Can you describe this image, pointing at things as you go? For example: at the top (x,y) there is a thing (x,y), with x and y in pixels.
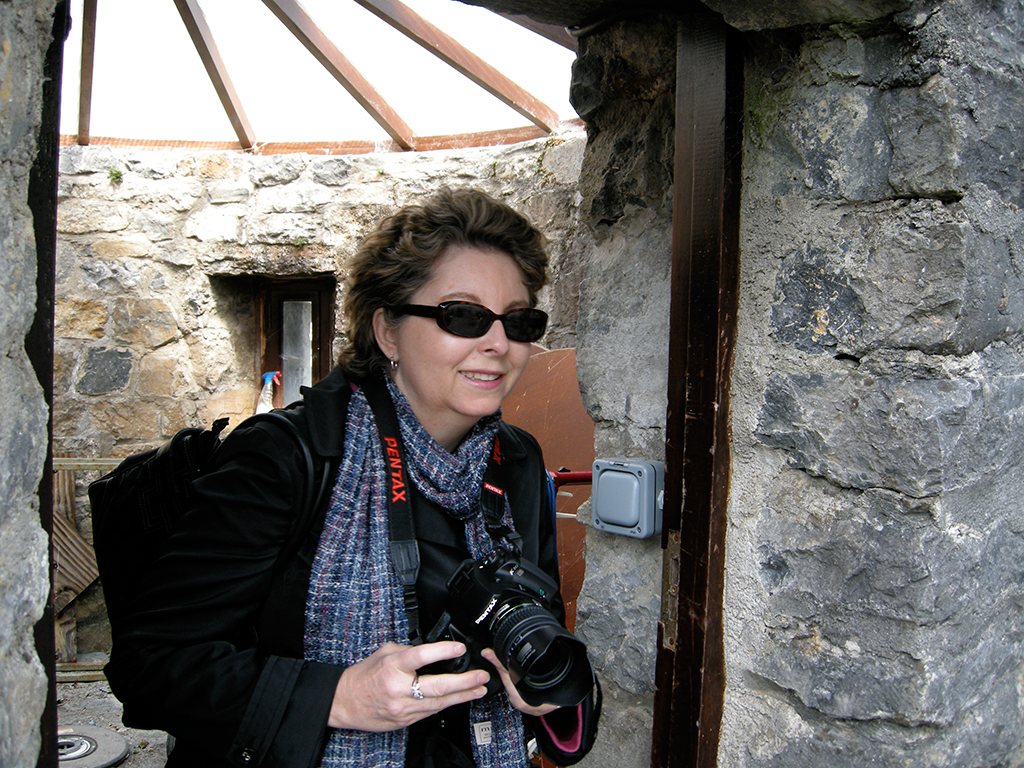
This picture shows a woman (183,726) standing and holding a camera (515,554) in her hand (369,687) we see a sunglasses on her face (460,345).
